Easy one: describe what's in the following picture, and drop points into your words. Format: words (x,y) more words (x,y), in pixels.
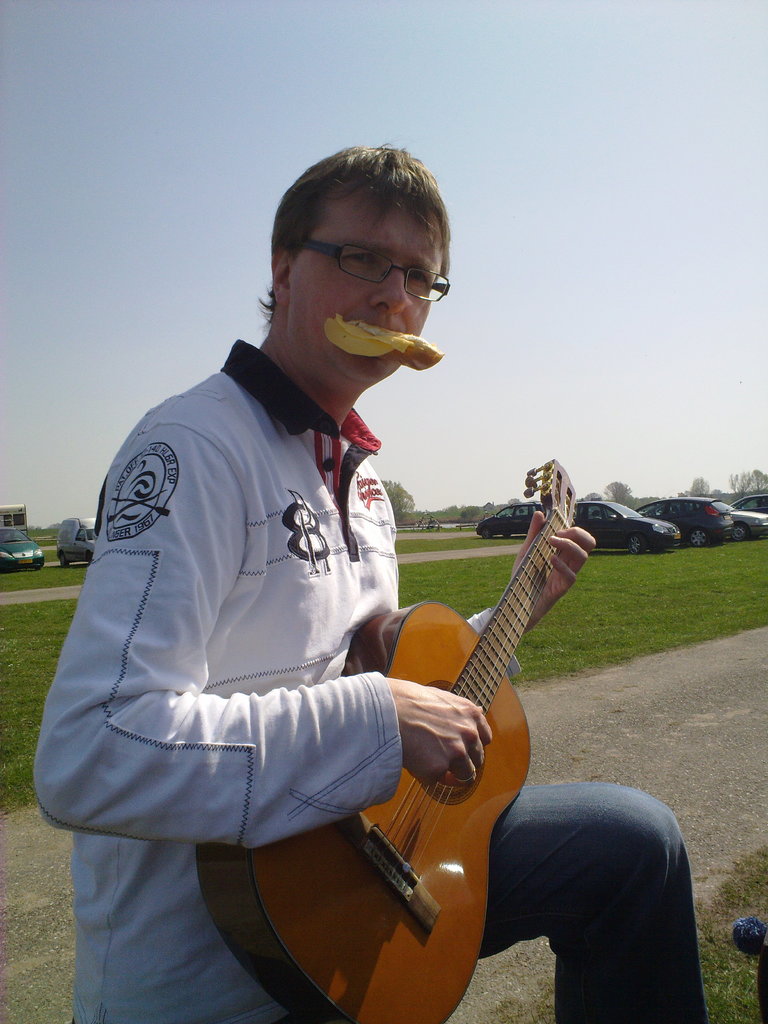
In this picture there is a man (245,359) holding a guitar (341,924) and in the backdrop (284,164) the sky (485,132) is clear.
